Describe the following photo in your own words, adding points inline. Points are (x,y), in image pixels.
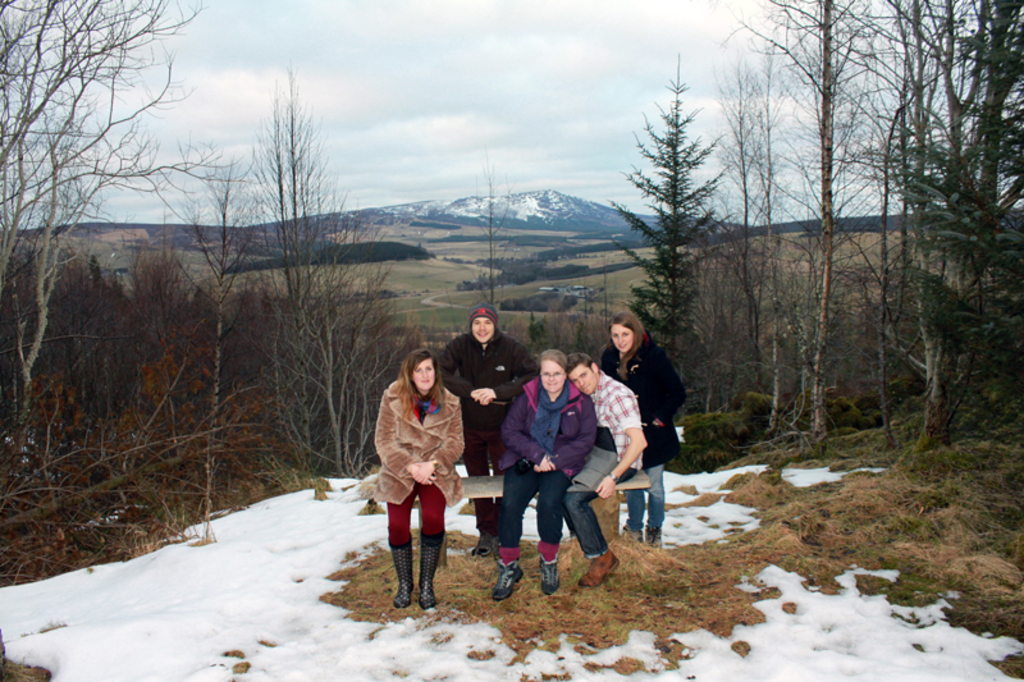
In this picture I can see few people (559,408) seated and couple of them (522,380) standing and I can see trees (992,334) and a hill (499,208) and I can see snow (93,576) and grass (846,525) on the ground (217,590) and a cloudy sky (389,121).
